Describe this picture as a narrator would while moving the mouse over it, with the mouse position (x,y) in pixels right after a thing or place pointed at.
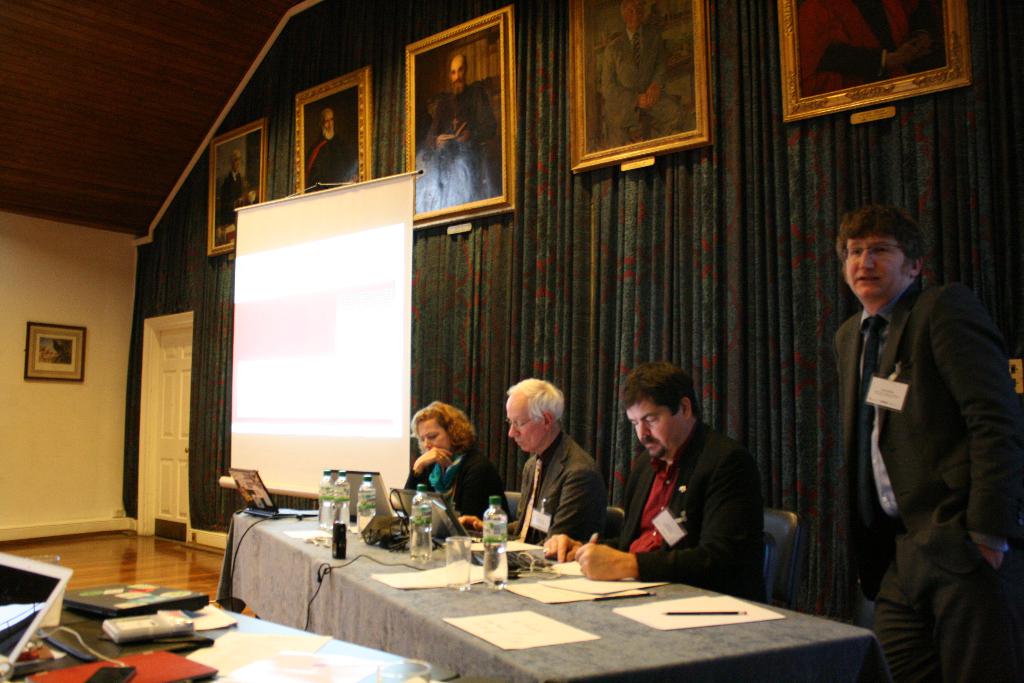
In the center of the image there is a table (496,606) and we can see bottles (368,504), laptops (358,493), papers (589,592), glasses (468,584) and lens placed on the table (469,635). There are three people (536,472) sitting. On the right (1000,461) there is a man (1002,517) standing. At the bottom (18,593) we can see things (126,594) placed on the table (72,616). In the background (113,322) there is a wall (47,408), door (171,415) and wall frames (440,180) placed on the wall (480,348). We can see a board (342,302).
